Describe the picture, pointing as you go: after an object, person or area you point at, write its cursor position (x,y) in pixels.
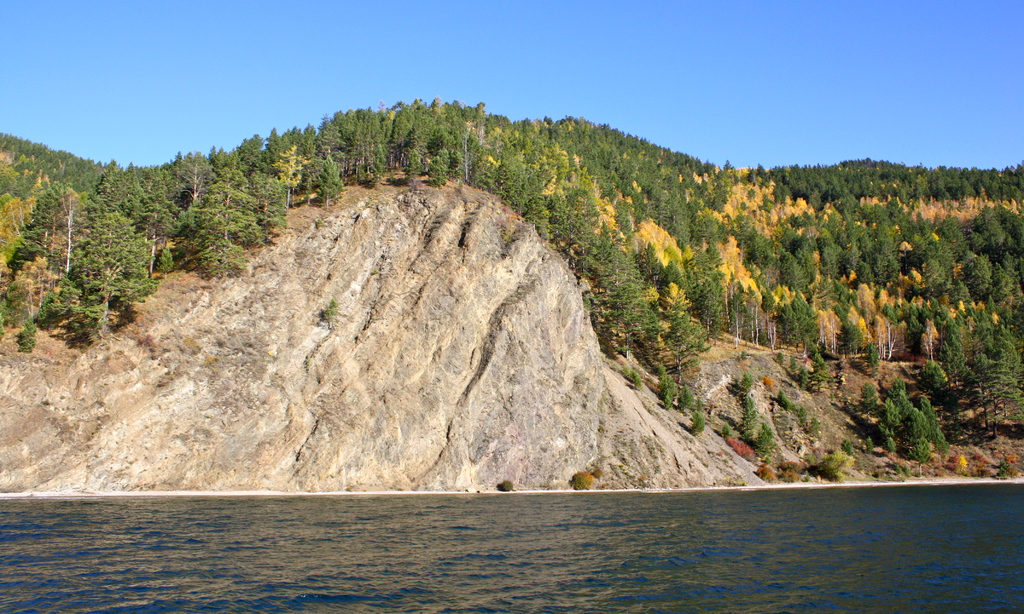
In this image we can see a river (464,540) flowing, on the other side of the river (391,550) there are mountains (363,364) and trees (747,243).
